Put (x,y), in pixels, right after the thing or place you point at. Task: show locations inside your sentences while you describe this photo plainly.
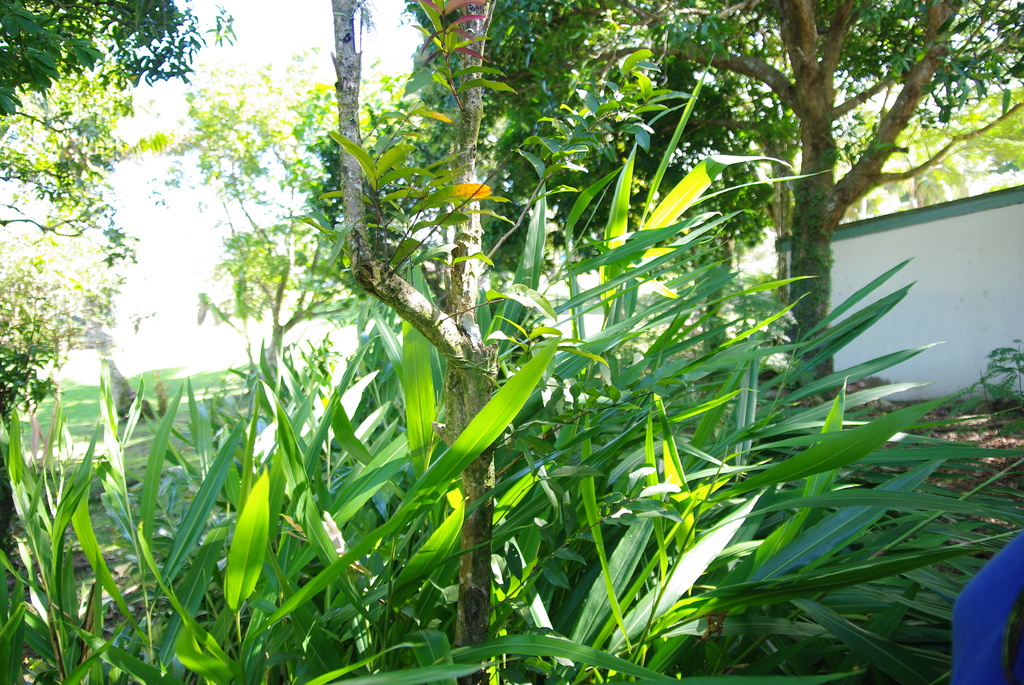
In this image we can see shredded leaves (963,435) on the ground (960,412), plants (513,543), trees (491,115) and sky (382,60).
